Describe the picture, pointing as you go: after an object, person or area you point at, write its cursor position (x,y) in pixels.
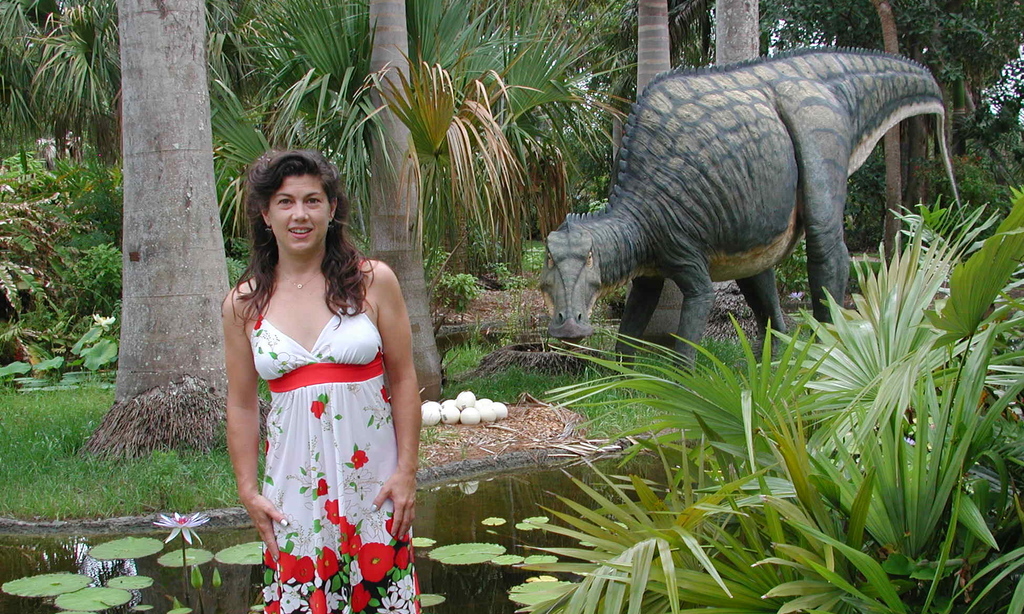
This is the woman (326,420) standing and smiling. This looks like a sculpture of the dinosaur (685,258). These are the eggs (471,420). I can see the trees (302,50). This looks like a lotus flower (162,525) and the leaves (74,605), which are floating on the water (175,585). These are the plants (711,533).
